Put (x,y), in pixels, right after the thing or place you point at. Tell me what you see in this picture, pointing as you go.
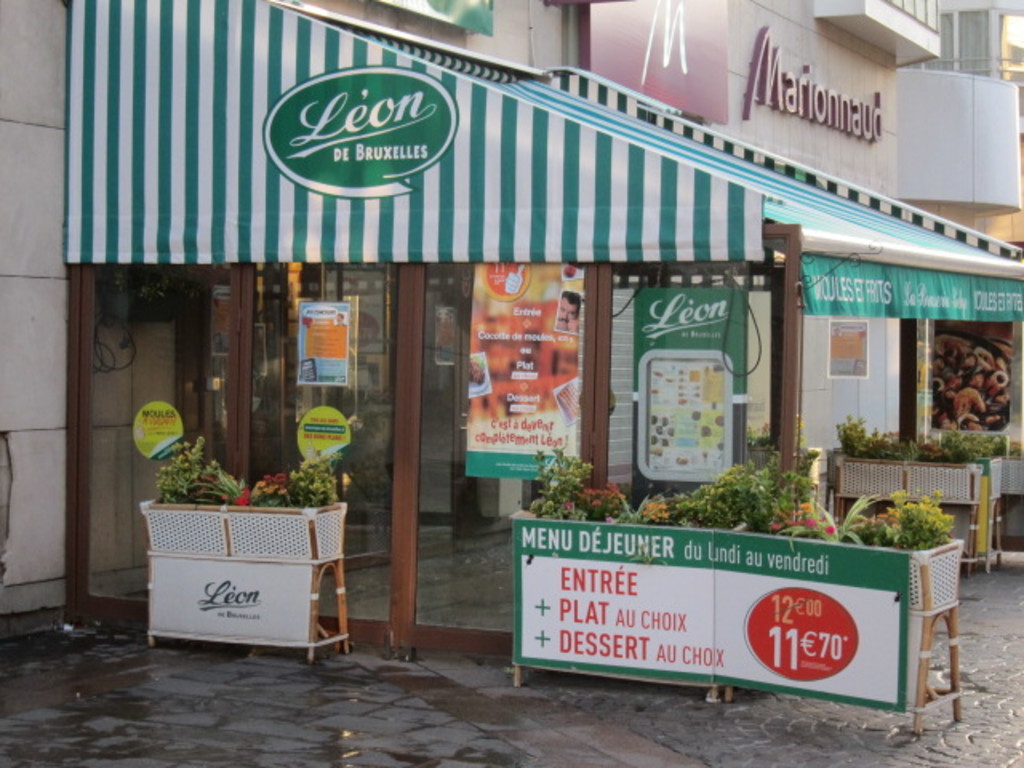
There are plants (773,507), this is a building (769,79), these are posters (688,392), this is glass (427,421).
